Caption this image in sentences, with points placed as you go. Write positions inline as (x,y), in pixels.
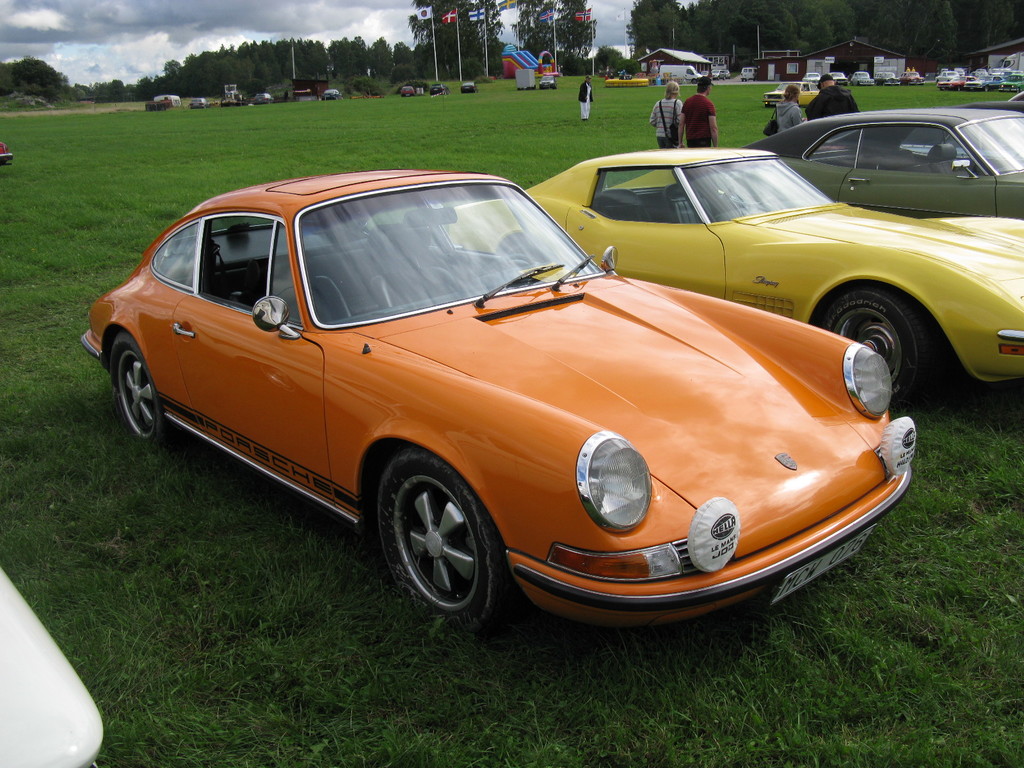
In this picture we can see a few vehicles (581,220). Some grass (17,572) is visible on the ground (359,756). We can see a white object (3,620) in the bottom left (14,765). There are a few flags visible on the poles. We can see some houses (808,68) and trees (437,44) in the background (953,48). Sky (379,35) is cloudy.
